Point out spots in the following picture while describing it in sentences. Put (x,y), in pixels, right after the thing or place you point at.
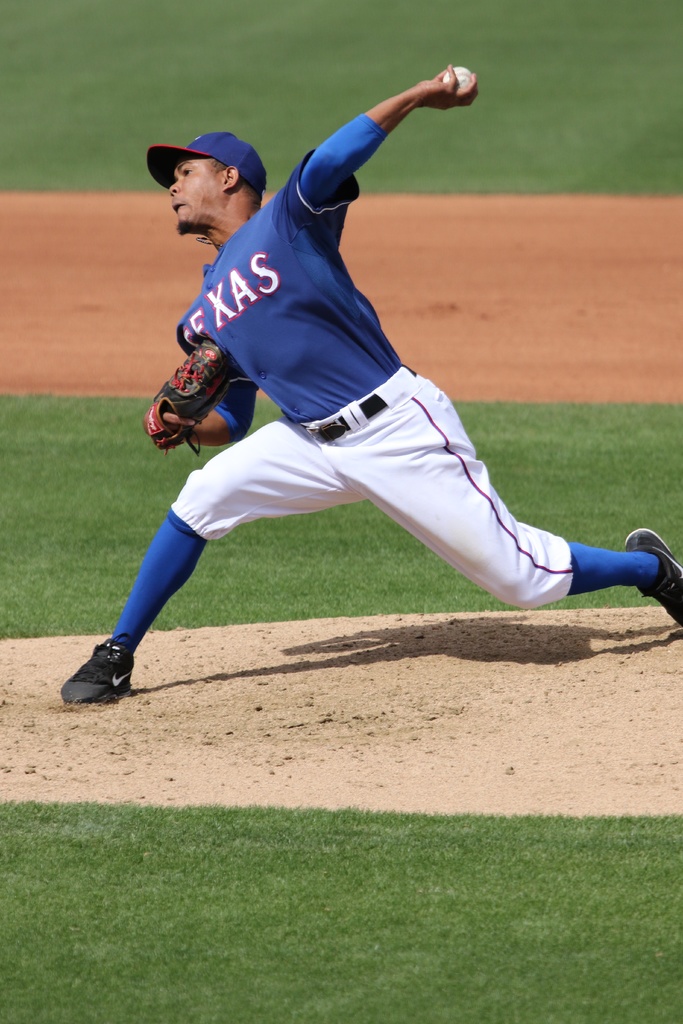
In this image I can see a person (323,354) wearing blue and white colored dress (356,395) and black colored glove (222,386) is standing and holding a ball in his hand (426,87). In the background (454,229) I can see the baseball ground (521,288).
